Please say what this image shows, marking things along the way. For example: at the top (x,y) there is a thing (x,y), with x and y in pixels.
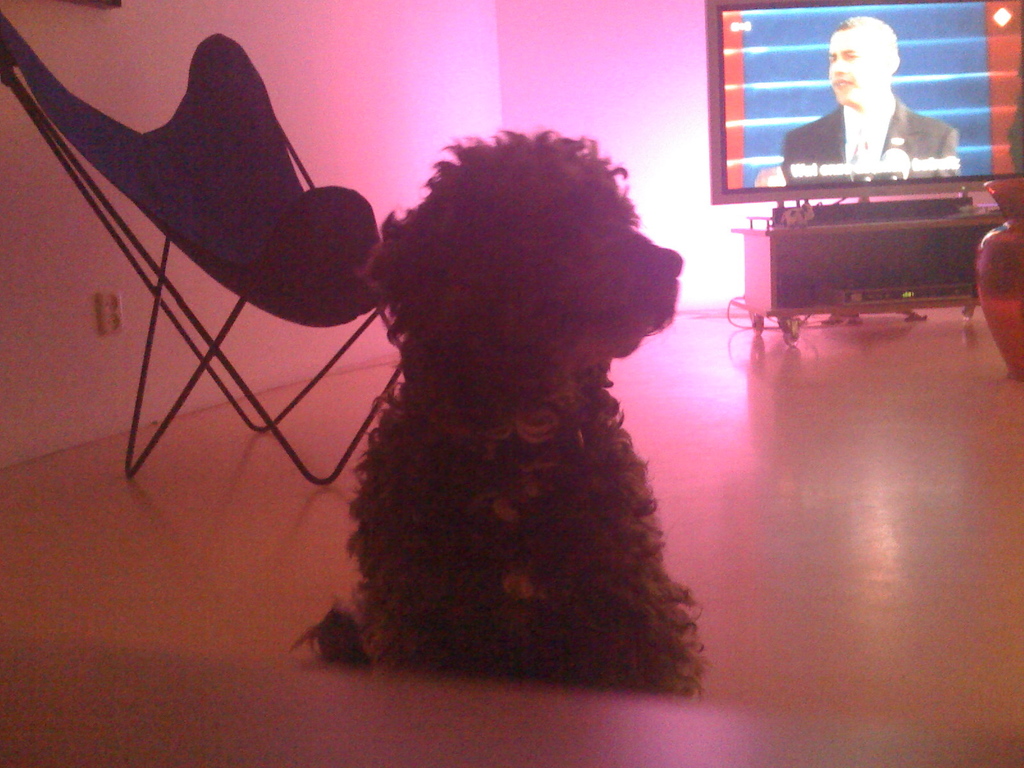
In this image I can see in the middle (606,372) it looks like a dog (551,441). On the right side (745,183) there is television (883,106), on the left side (204,69) there is the chair (269,294).
